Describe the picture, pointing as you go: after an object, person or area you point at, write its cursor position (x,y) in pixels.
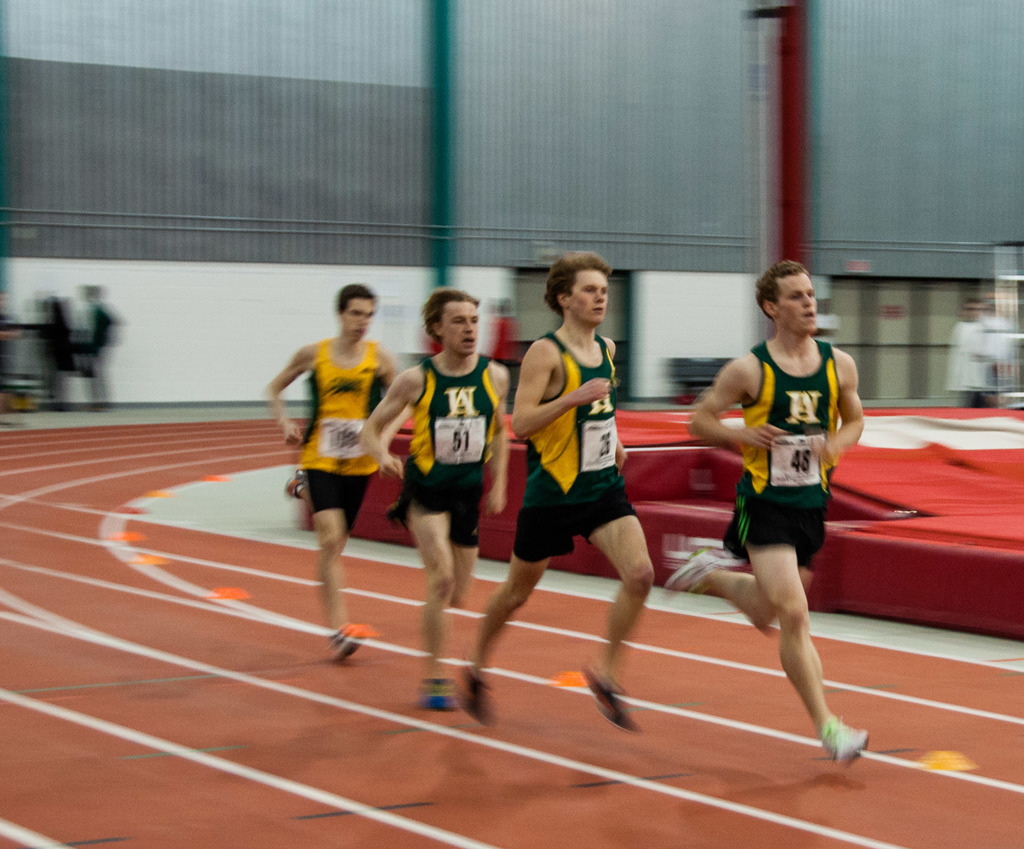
In this image we can see people (462,570) running. In the background (478,265) there are walls (114,374) and we can see people (104,328).
